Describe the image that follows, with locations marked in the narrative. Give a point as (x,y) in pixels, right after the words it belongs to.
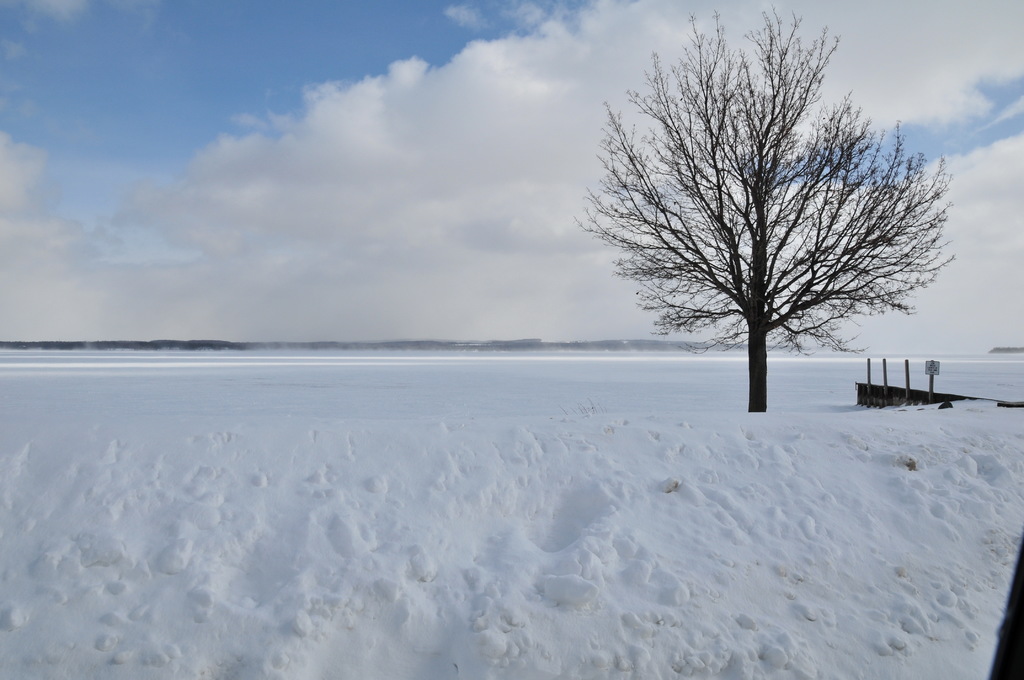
In the image we can see the snow (535,484) all over here. On the right side (792,318) there is a dry tree (762,201). On the top (168,57) there is sky (226,103) and clouds (498,176).
